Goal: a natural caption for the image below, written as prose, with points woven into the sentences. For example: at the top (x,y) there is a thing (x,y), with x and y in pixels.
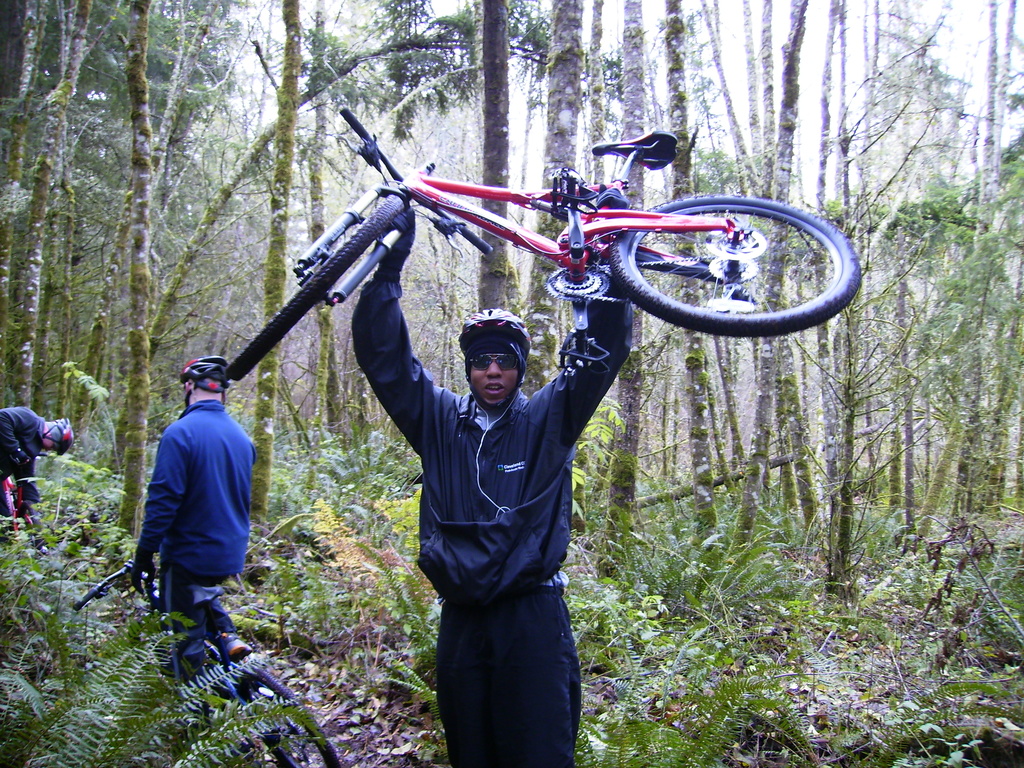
In the image there is a man (459,489) in jacket (363,303) lifting a cycle (664,276) on a grassland (745,543) with trees (707,480) behind it all over the place, on the left side (22,500) there are two men (19,446) standing on the cycle (5,492).
